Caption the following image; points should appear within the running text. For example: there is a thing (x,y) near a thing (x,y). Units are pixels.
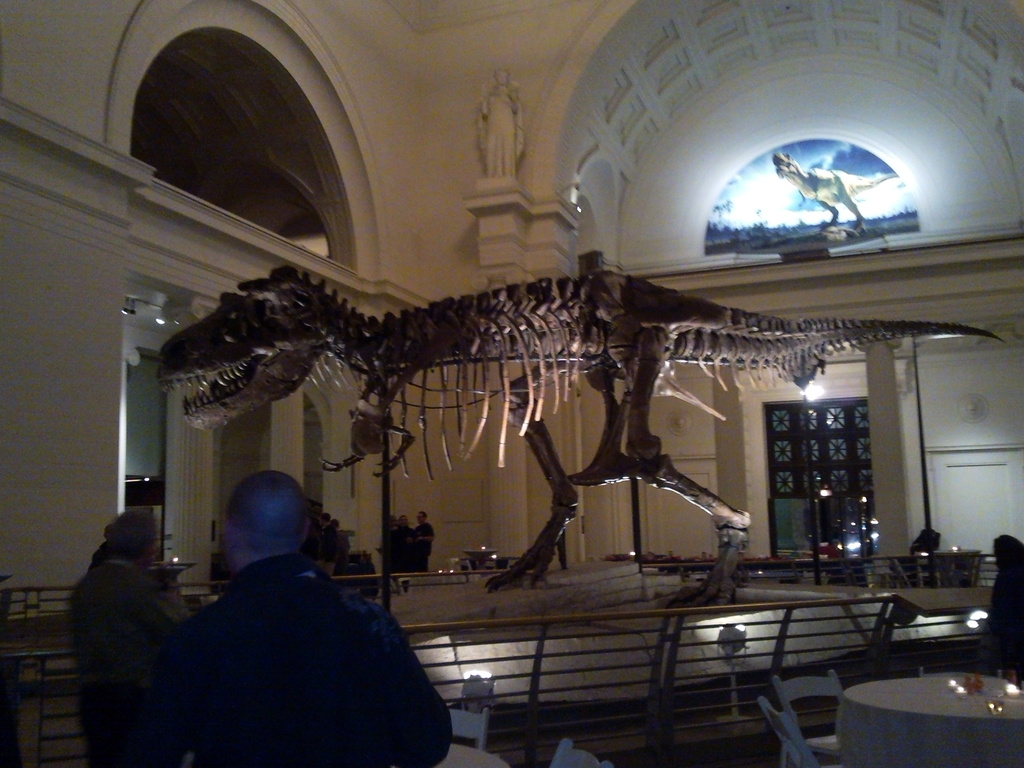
In the image we can see the skeleton (217,364) of a dinosaur (407,401). We can even see there are people (336,584) standing, wearing clothes (178,662). There are chairs (822,736) and tables (908,737). On the table (937,724) there are other things (1013,689). Here we can see light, poster (845,204), sculpture (485,142) and the wall (56,336).
